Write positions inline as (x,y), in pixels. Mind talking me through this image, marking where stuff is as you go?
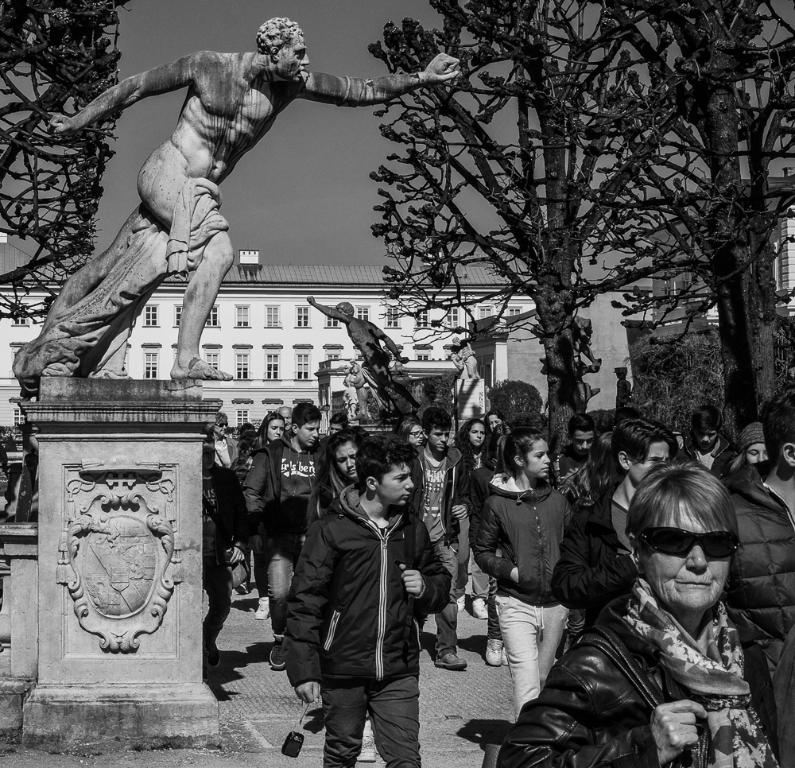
In the foreground (512,615) I can see a crowd (770,649) on the road (258,743) and a person's statue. In the background (444,310) I can see trees (39,156), buildings (153,350) and the sky (321,62). This image is taken on the road (293,704).
